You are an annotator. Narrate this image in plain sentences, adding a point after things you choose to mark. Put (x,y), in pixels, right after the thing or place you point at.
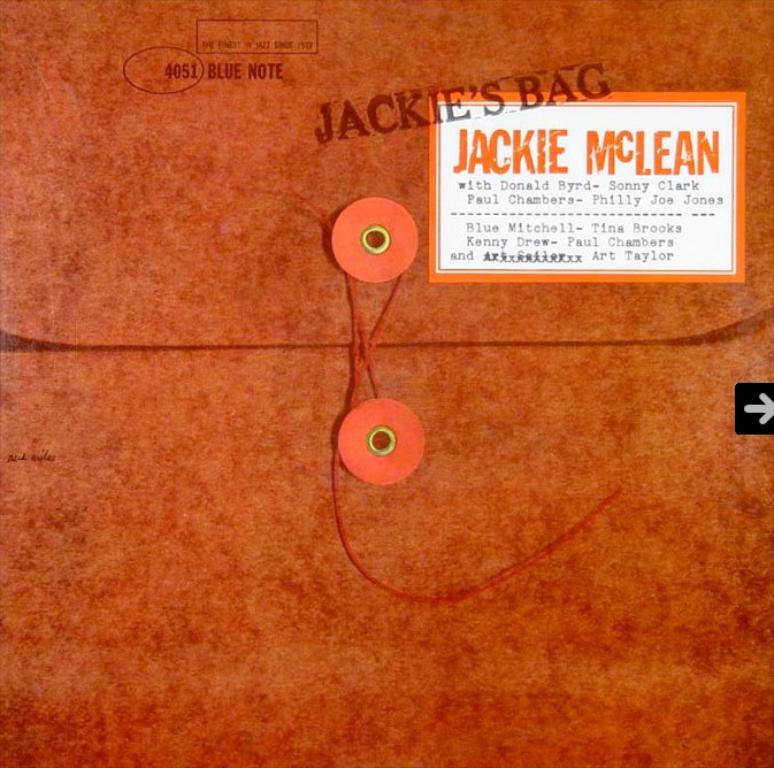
In this image, we can see a poster (397,391) with some objects (360,457) and threads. We can also see a label (689,127) with some text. We can see the stamp (353,117).
